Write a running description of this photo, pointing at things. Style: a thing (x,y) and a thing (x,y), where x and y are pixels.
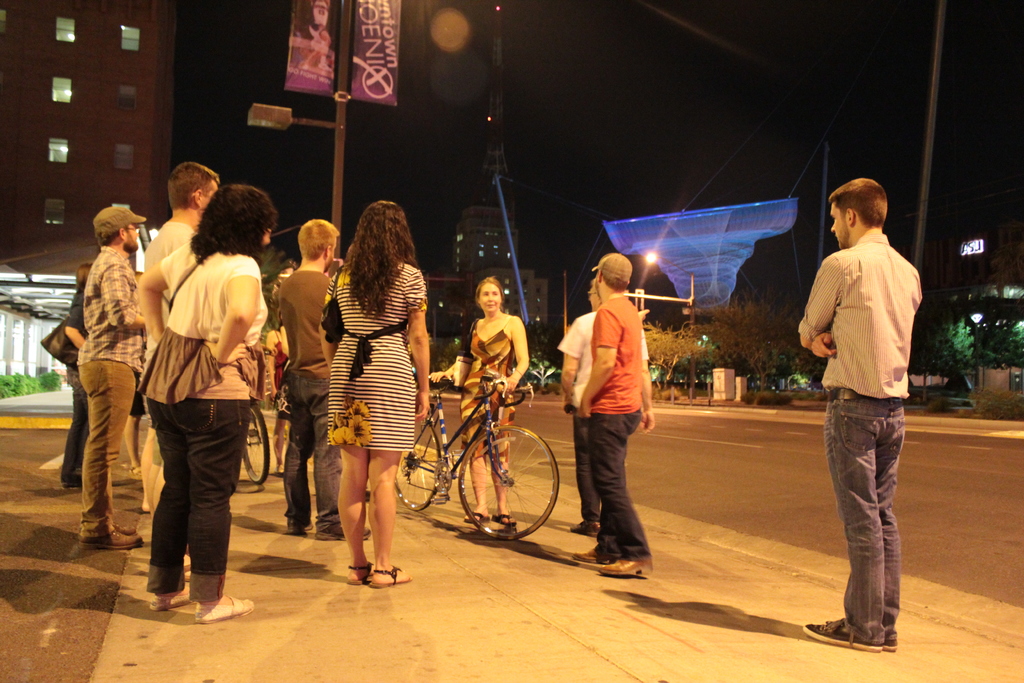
In this given picture, We can see a couple of people (232,399) standing after that, We can see a road (782,436), an electrical tower (492,175), building (483,210), a couple of trees (745,329) and towards the left (138,33), We can see a building (150,145) with multiple windows (61,143), lights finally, We can see a woman (495,310) standing and holding a bicycle (489,424).
